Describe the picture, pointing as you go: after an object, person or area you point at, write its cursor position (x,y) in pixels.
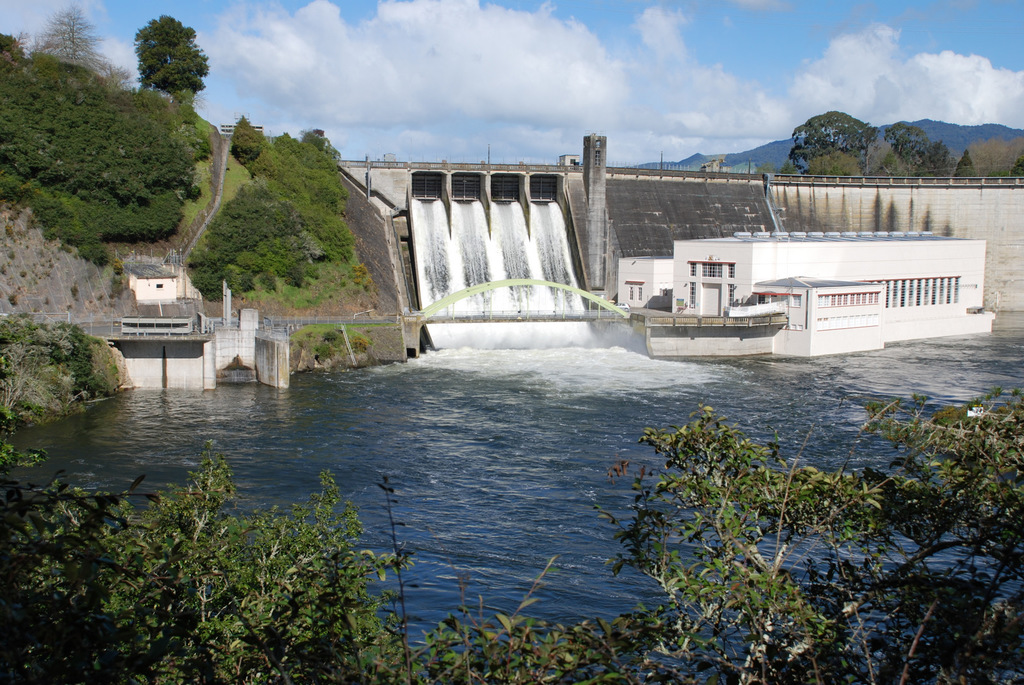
In the picture we can see plants (955,427), water (606,500), storage house (743,302), dam (613,298), bridge (471,317), trees (81,121), hills (8,214) and the blue color sky (799,17) with clouds (356,27) in the background (359,0).
